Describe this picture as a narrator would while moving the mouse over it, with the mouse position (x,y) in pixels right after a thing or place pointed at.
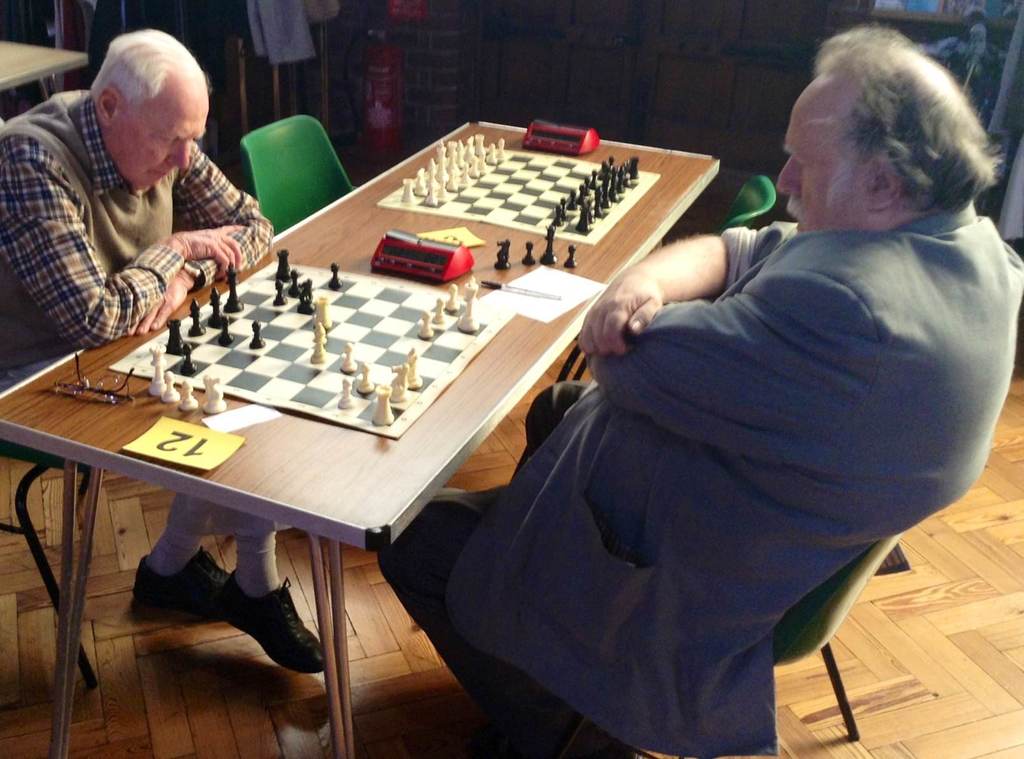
There are two men (958,180) sitting on chairs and we can see chess boards (521,201), chess pieces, glasses (97,399) and some objects (407,259) on table (322,255). Background (396,22) we can see wooden wall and table (20,50) and we can see floor (807,685).
